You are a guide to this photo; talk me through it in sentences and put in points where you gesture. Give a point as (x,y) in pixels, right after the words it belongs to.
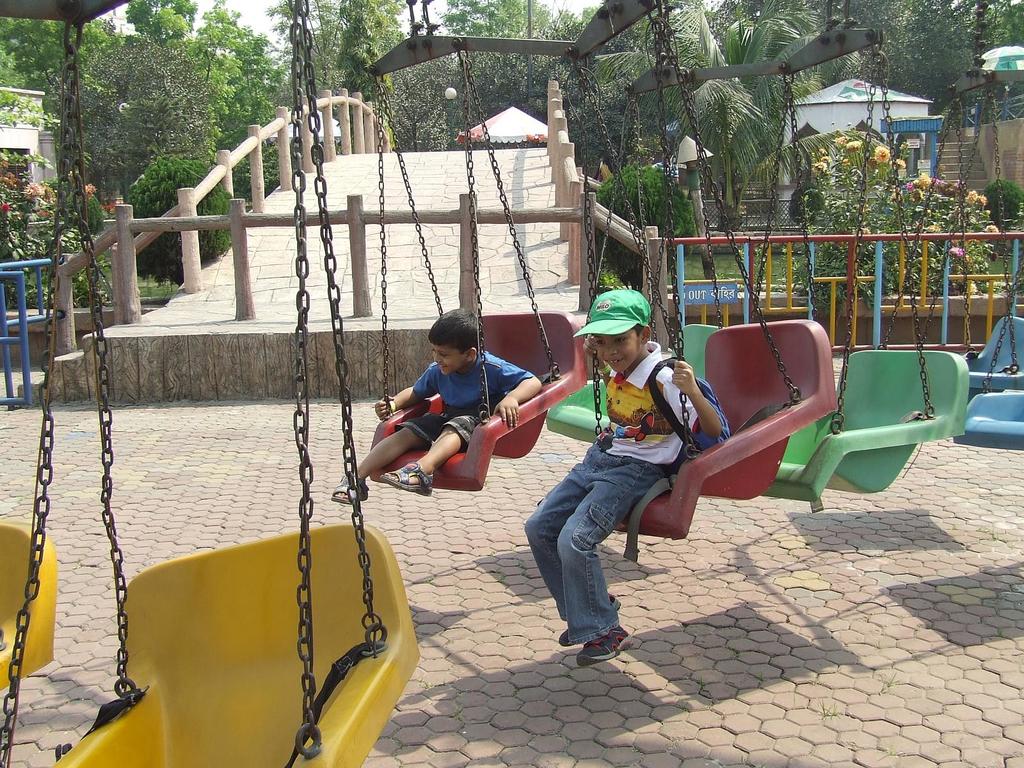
In this image there are two children (512,403) sitting on the swings (531,411), behind them there is a wooden bridge (408,250). On the right (727,84) and left side of the bridge (418,158) there are trees (99,114), plants (817,195), flowers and the surface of the grass (731,253).
